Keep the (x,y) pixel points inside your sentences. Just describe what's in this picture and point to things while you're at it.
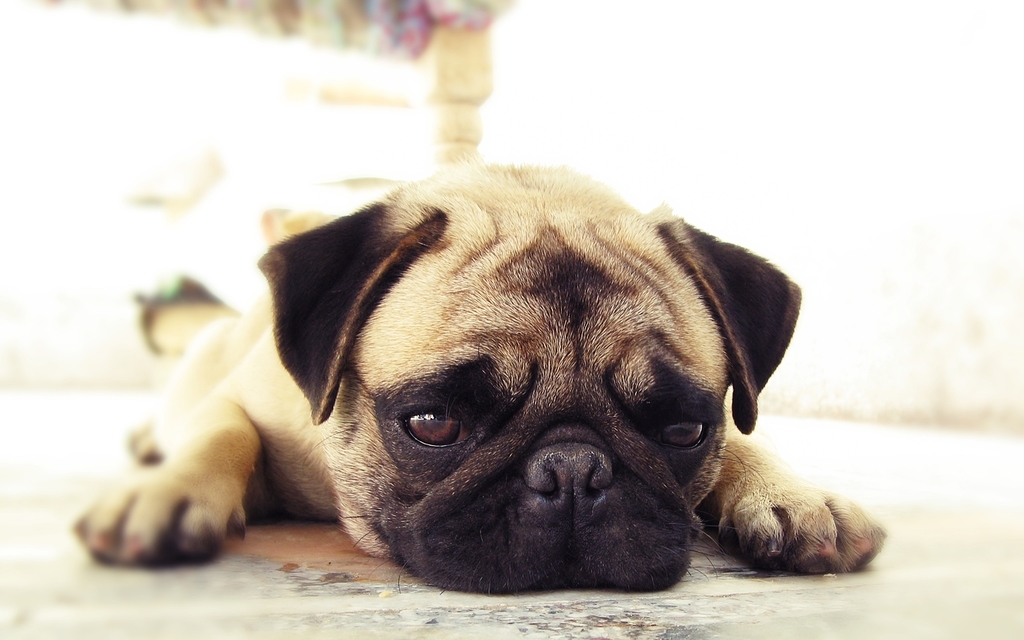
In this image, we can see a puppy (434,424) lying on the surface (108,410) and there is a blurred background (225,100).
